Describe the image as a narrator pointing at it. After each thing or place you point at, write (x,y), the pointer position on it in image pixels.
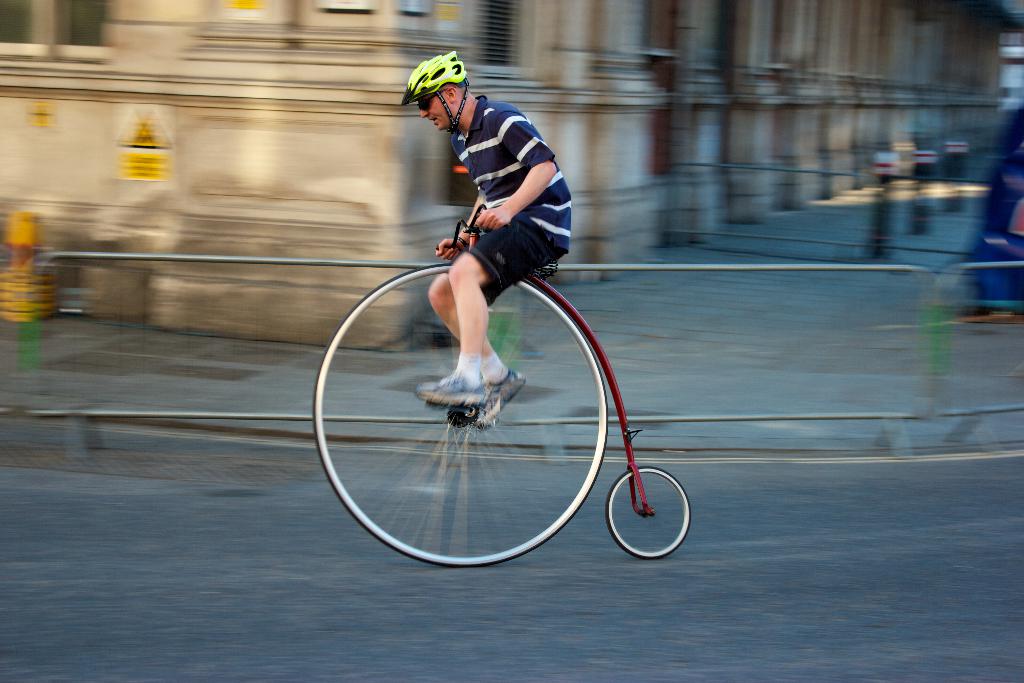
In the picture we can see a man (465,313) cycling on the road (18,504), man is wearing a T-shirt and a helmet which is green in color and in the background (642,356), we can see a path (655,352) and building walls (114,235) and besides we can see some poles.
